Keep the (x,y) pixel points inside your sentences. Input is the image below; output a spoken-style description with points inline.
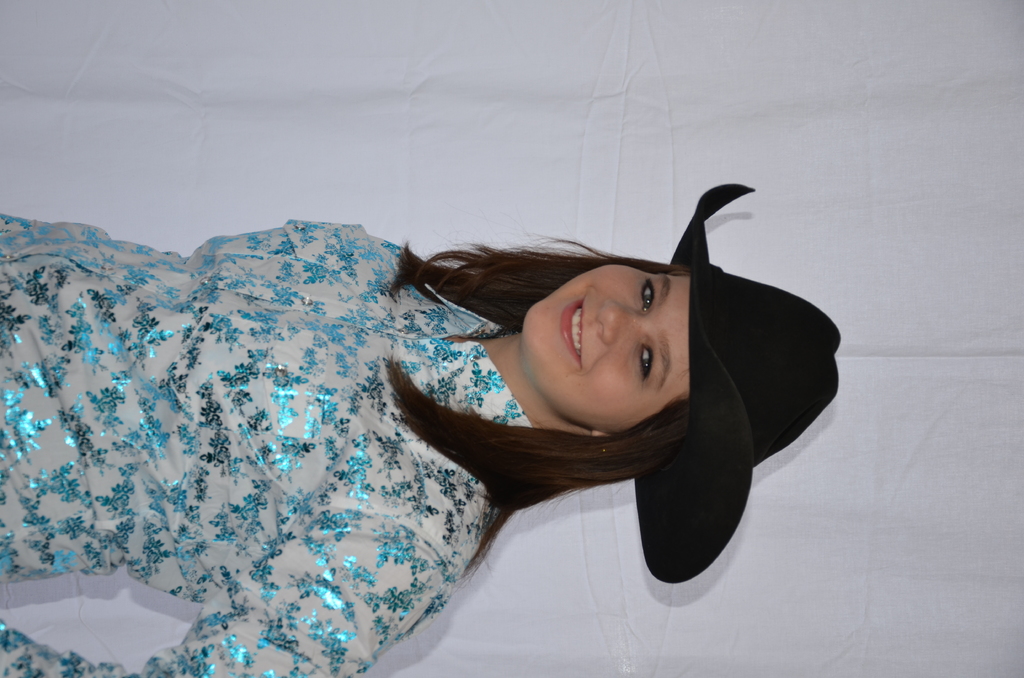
In this picture we can see a woman (371,315) with the black hat (725,359) and she is smiling. Behind the woman (210,400) there is the white background (144,635).
